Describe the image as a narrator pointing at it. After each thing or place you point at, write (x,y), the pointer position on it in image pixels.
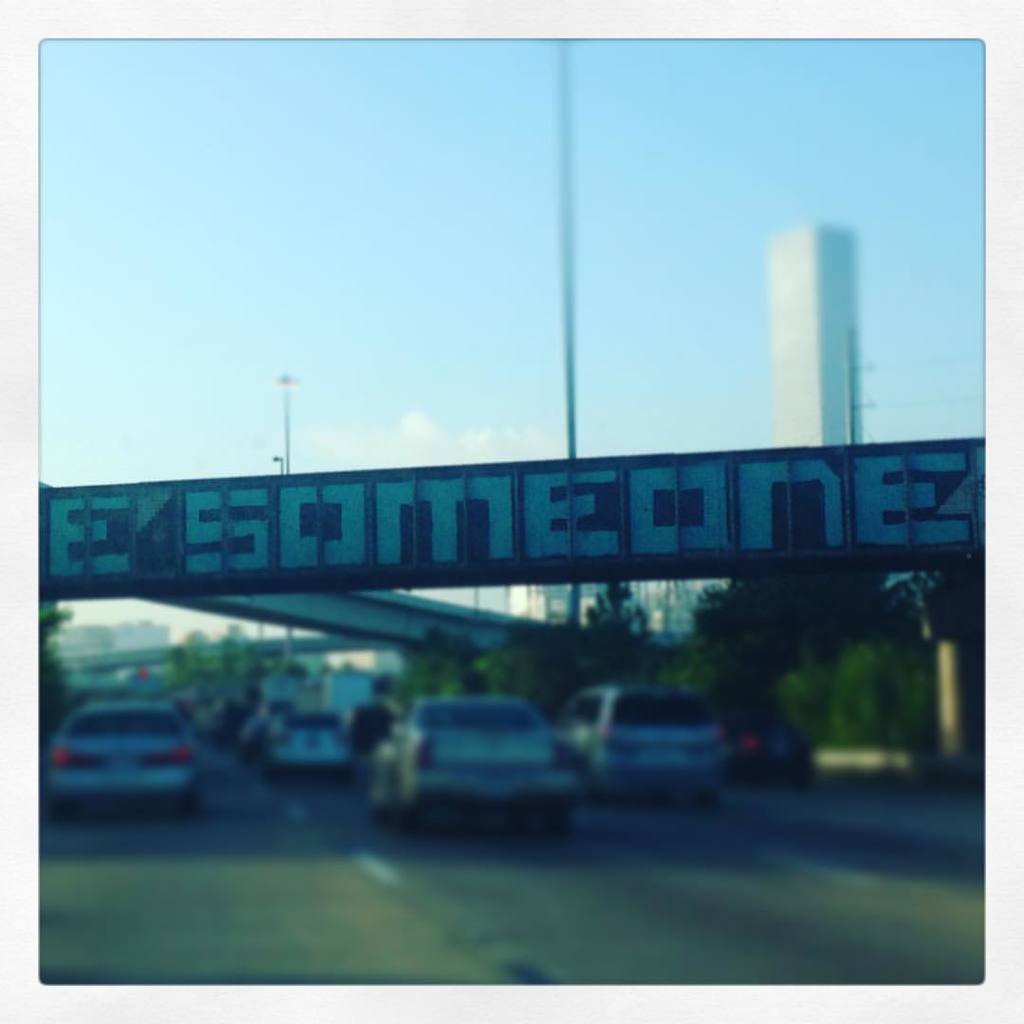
This is an outside view. At the bottom (137,757) there are few cars (412,792) on the road (237,848) and also there are some trees (590,671) and a bridge (408,613). In the middle of the image (575,544) there is a board (540,544). At the top of the image (259,200) I see the sky (126,206).
